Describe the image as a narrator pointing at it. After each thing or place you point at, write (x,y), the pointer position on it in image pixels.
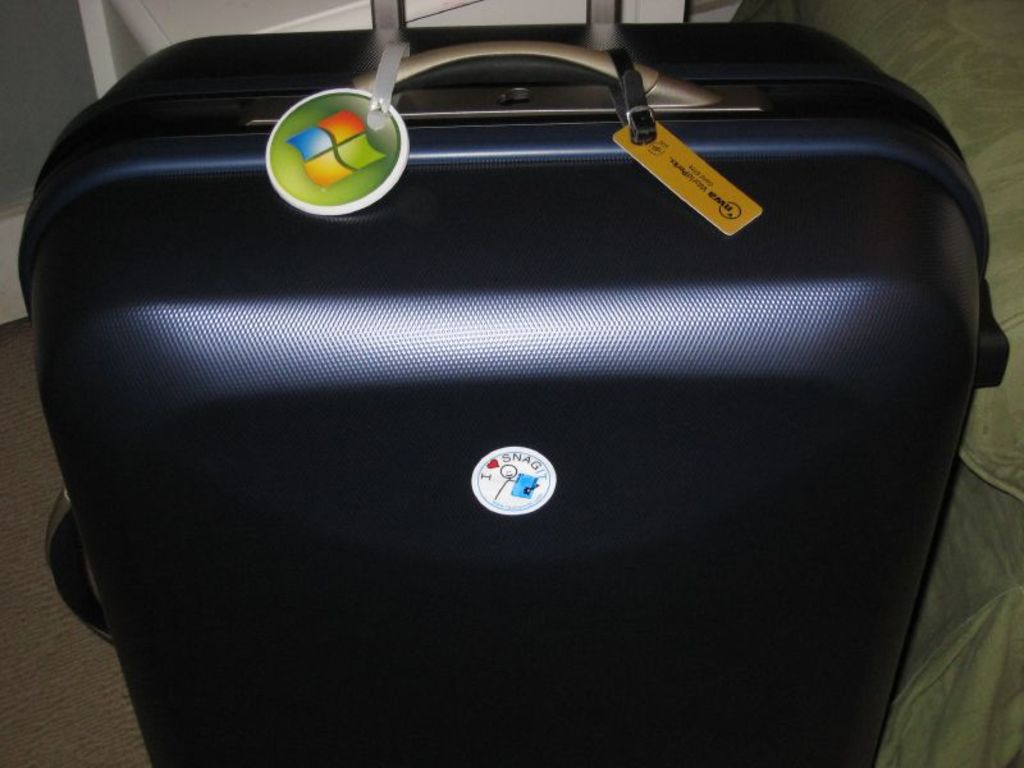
This image consists of a bag (540,378) which is black in colour.
